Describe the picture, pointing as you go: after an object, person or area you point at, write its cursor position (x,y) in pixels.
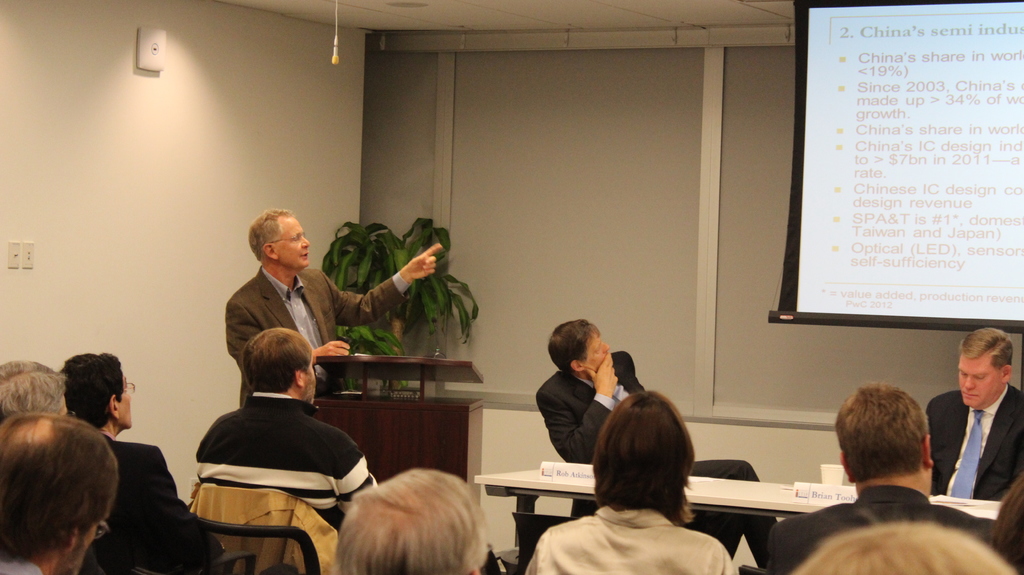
In this image, we can see people (359,454) sitting on the chairs (273,567) and one of them is standing and we can see a podium (387,360) and there are boards (817,489) and a cup (833,480) on the table (708,497). In the background (842,144), there is a screen (872,179) and some text (854,161) and there are some other objects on the wall (182,76) and there is a plant (471,322).
